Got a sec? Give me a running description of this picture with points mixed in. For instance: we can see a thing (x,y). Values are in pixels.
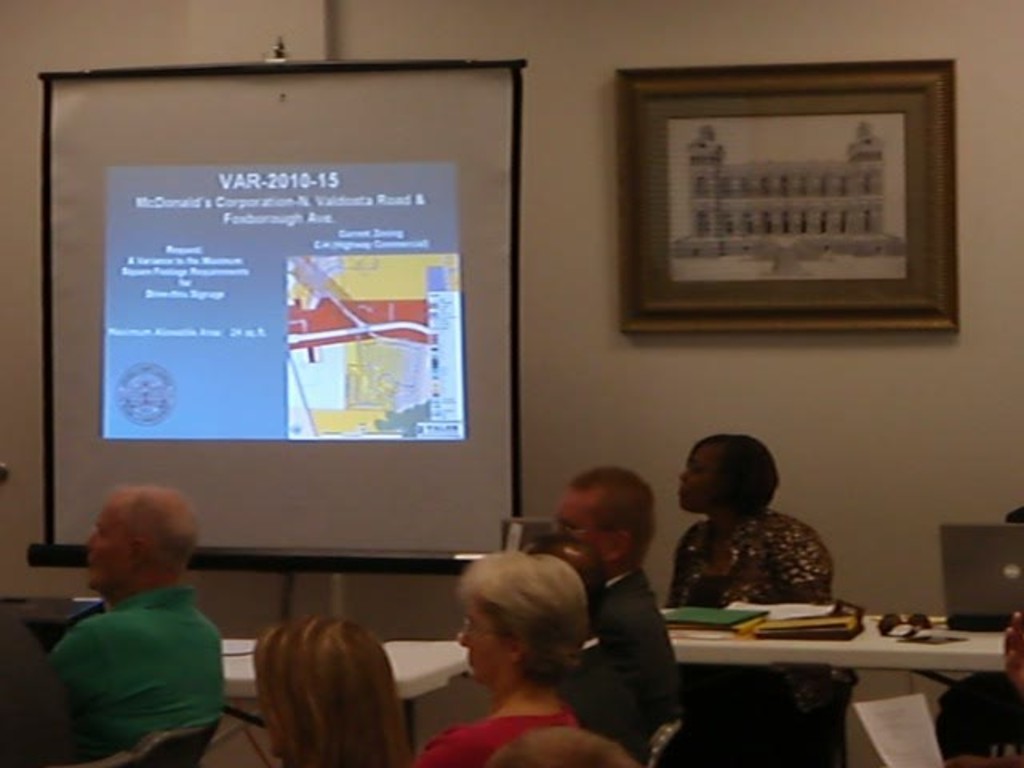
This picture describes about group of people (175,597) they are all seated on the chair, in front of them we can see couple of files (796,626), glasses (925,622), laptop (991,600) on the table (928,649), and also we can see a projector screen (327,244) and a wall frame (705,252) on the wall (587,245).
